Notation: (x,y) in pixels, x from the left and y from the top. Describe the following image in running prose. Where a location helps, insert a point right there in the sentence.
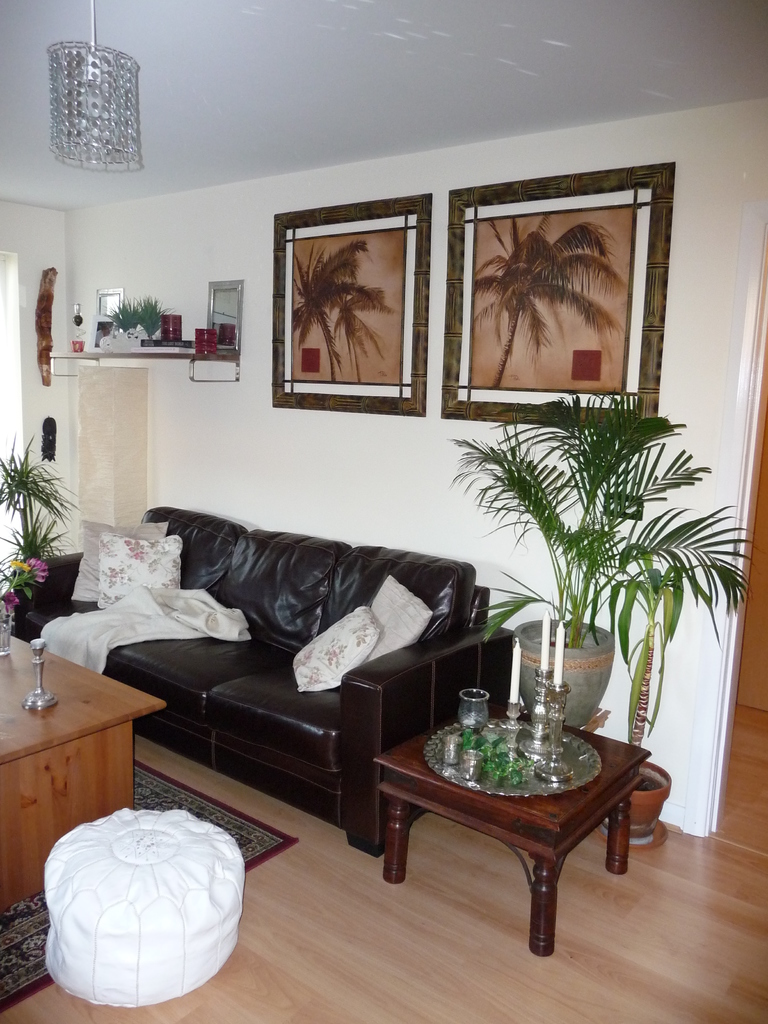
In this image I can see a sofa (51,564) and cushions (346,624) on it. Here I can see number of plants (519,479) and few stuffs (472,715) in this plate (582,755). On this wall (187,426) I can see two frames (281,361).
